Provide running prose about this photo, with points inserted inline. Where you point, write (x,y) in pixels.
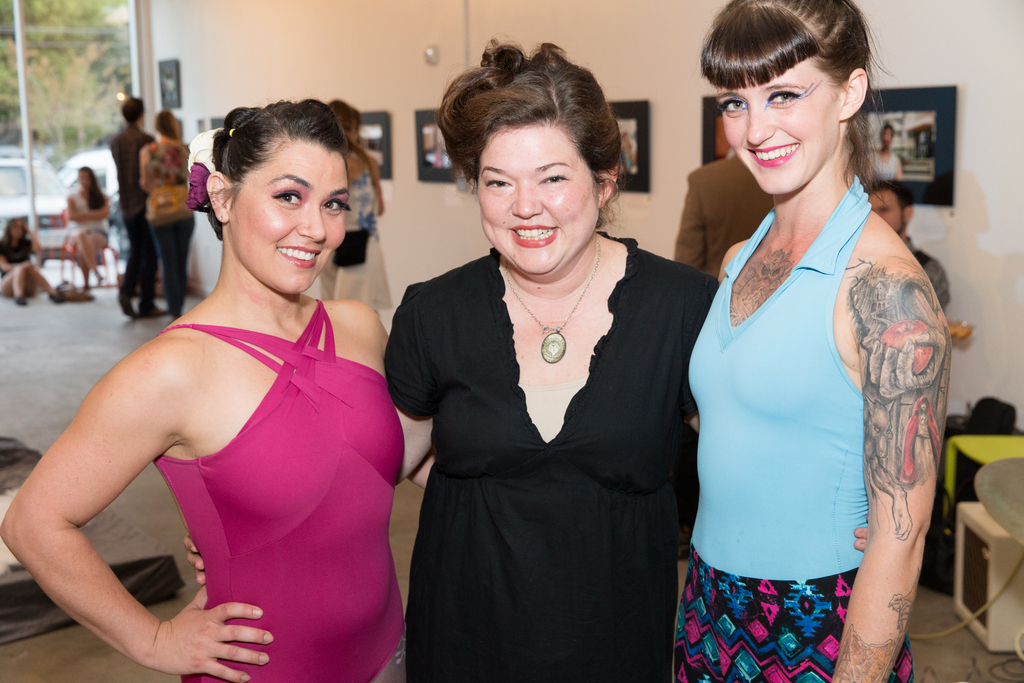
In this image there are three ladies (535,499) standing on the floor (187,595) in the middle (560,259). In the background (276,44) there is a wall (209,36) to which there are photo frames (436,145). In the background (146,166) there are people (154,143) standing on the floor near the wall (198,115) and looking at the frames (175,85). On the left side (59,71) top corner there is a glass (61,152) through which we can see the vehicles (42,202).
